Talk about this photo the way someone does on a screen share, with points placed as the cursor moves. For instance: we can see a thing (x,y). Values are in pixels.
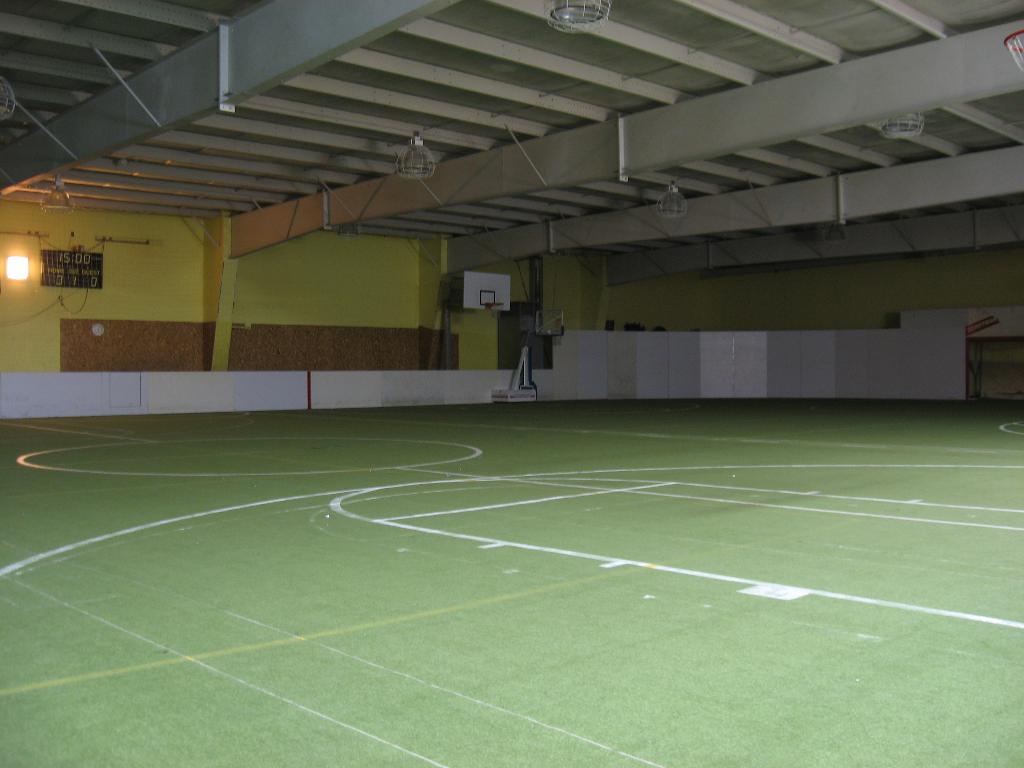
The picture consists of a basketball court (512,478). In the center of the background (480,273) there are basketball rings (553,317). On the left (83,261) there is a board (58,277) and light (15,264). At the top (312,197) there are lights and ceiling (462,137). On the right (990,369) there is a door (991,376).
